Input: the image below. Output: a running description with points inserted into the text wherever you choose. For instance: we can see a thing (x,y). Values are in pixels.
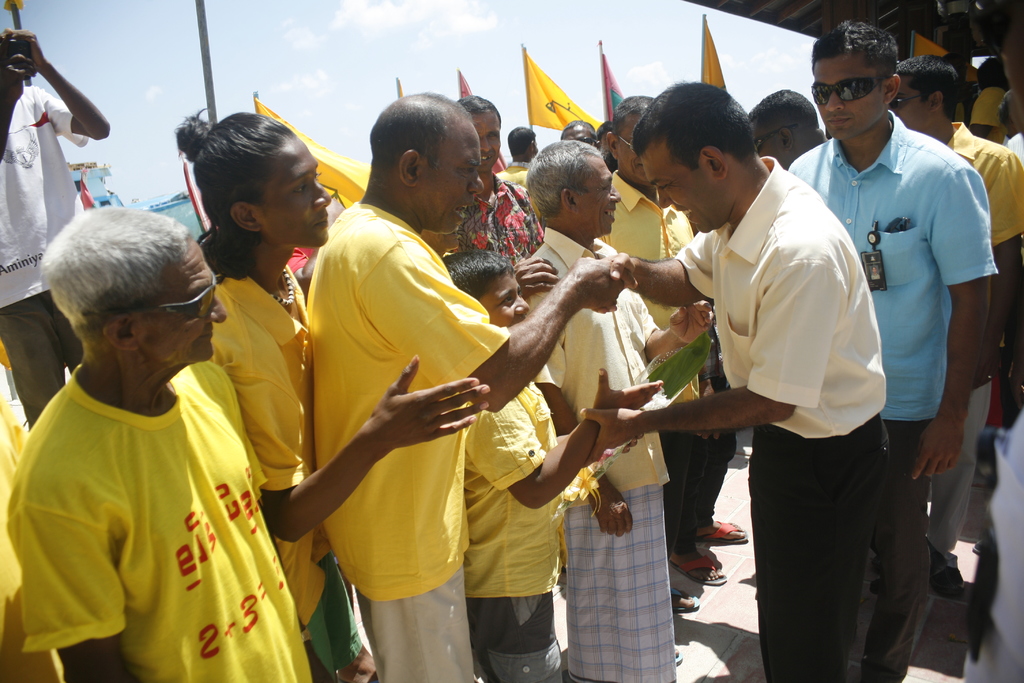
In the image we can see there are many people (593,234) standing and wearing clothes (306,303). We can even see there are many flags (556,88) and this is a pole (207,75). We can even see a sky (320,53).
